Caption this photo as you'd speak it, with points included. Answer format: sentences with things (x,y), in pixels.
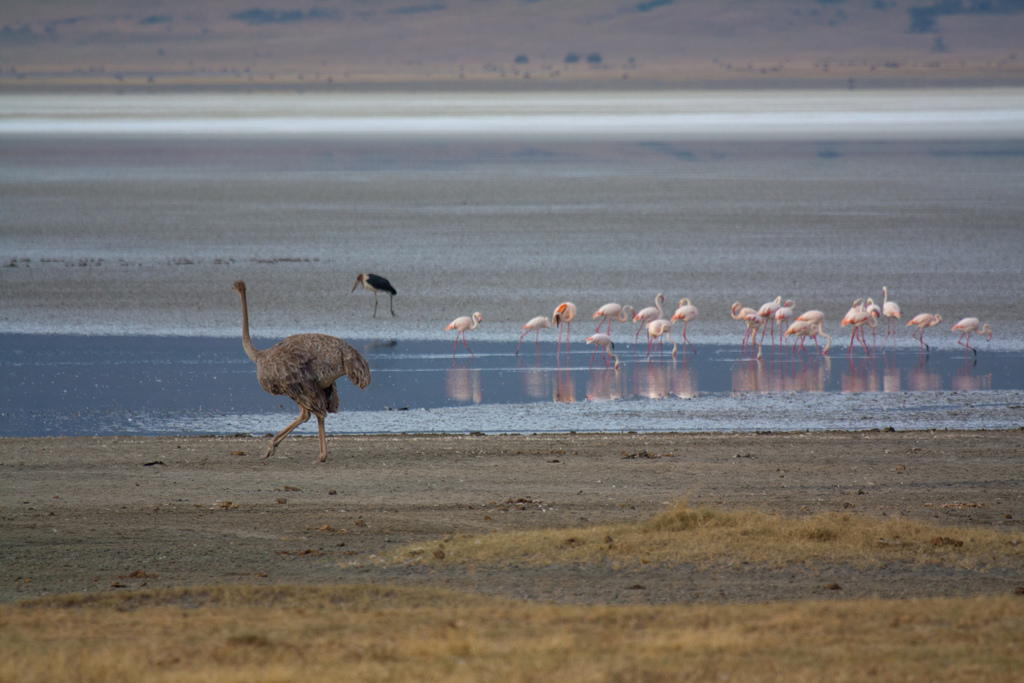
The picture is clicked near a water body (915,351). In the center of the picture (458,344) there are flamingos (566,312), crane (378,282), ostrich (288,391), soil (307,451) and water (807,375). The background (22,32) is blurred.
